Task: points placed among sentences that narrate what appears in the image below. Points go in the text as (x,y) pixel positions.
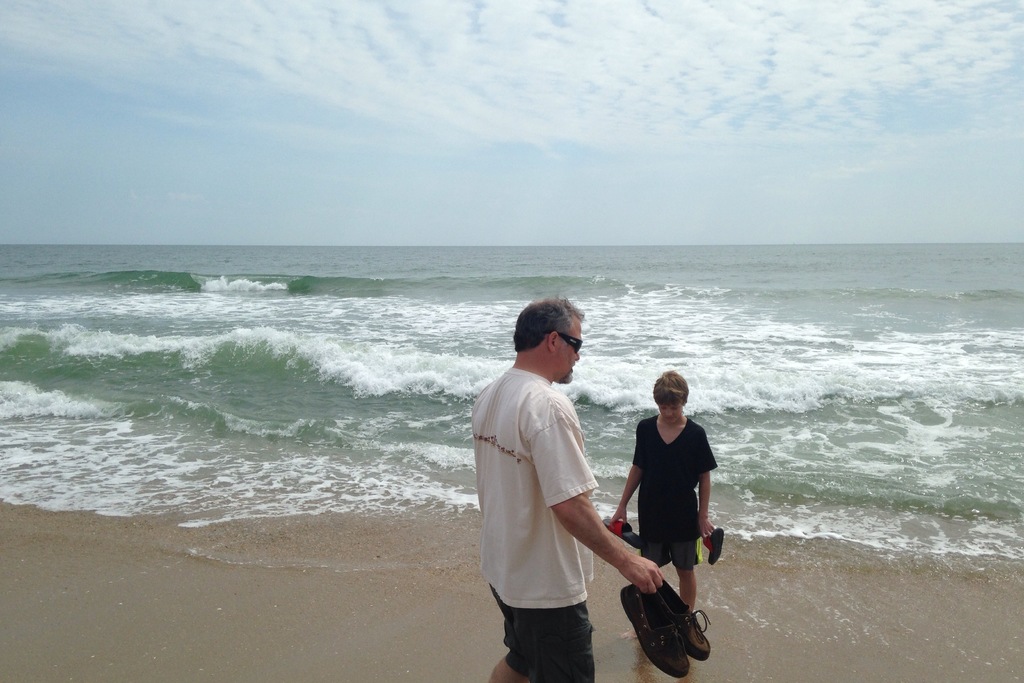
In this picture we can see two persons (641,493) standing here, they are holding shoes (667,618) in their hands (657,571), this man (547,455) wore a t-shirt (543,438), shorts (544,640) and goggles (571,346), we can see water (619,346) here, there is sky (704,121) at the top of the picture (684,108).
